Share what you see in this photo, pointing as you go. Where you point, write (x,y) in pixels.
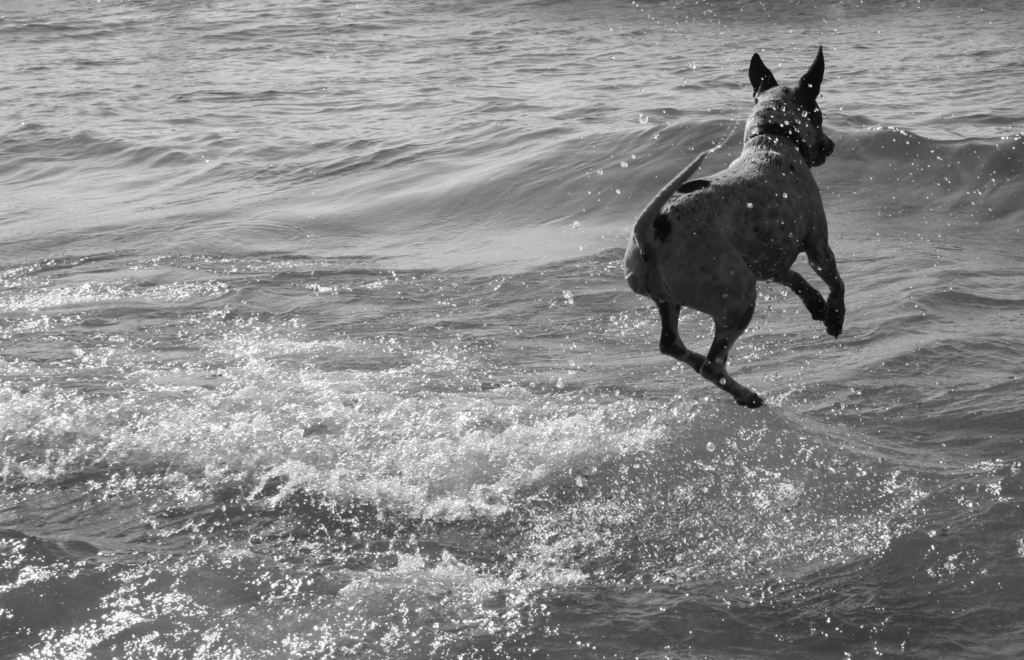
This is a black and white image. In this image there is a dog (694,186). At the bottom of the image (715,442) there is water (571,492).
